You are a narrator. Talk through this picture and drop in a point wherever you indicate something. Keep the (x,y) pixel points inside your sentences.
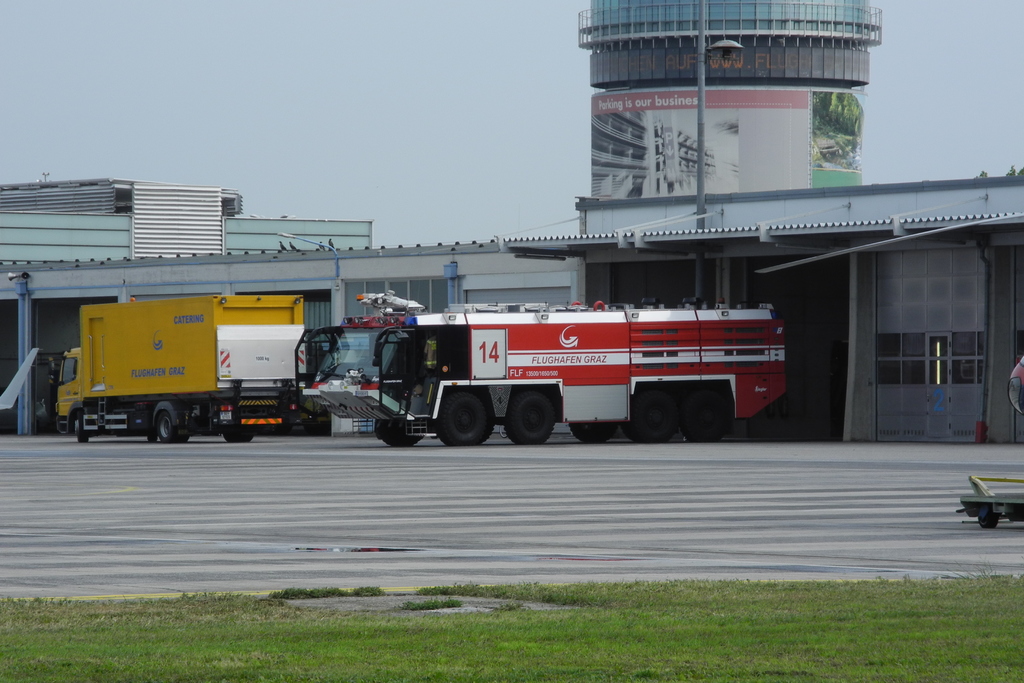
In this image, we can see two vehicles (377,421) on the road (477,523). Background (1007,347) there are few walls (867,328), glasses (428,291), pole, tower (725,186) and sky (424,157). At the bottom (973,608), there is a grass (641,653). Right side of the image (1004,497), we can see some object (990,511).
